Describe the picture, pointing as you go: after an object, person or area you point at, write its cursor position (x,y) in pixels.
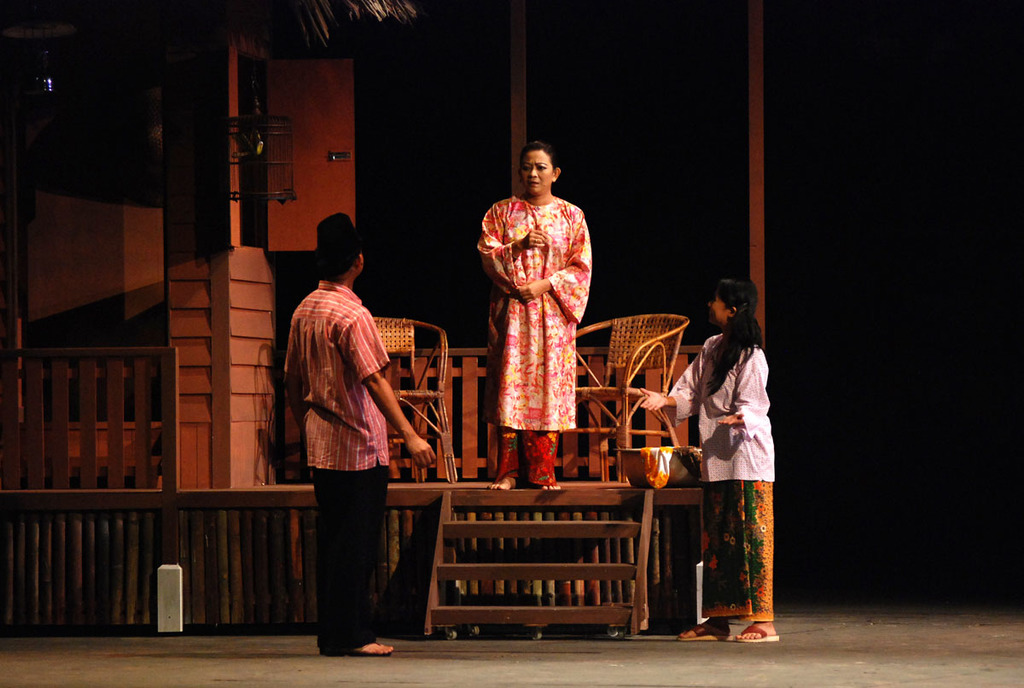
In the middle of this image (521,301) I can see a woman (526,319) standing on the stage (425,490). In front of her I can see a man (336,428) and a woman (720,482) are standing on the ground (573,679) and looking at her. At the back of this woman (491,358) there are two empty chairs (394,348). On the left side (203,232), I can see a pillar (209,308) and railing (82,414). The background (848,233) is in black color.
